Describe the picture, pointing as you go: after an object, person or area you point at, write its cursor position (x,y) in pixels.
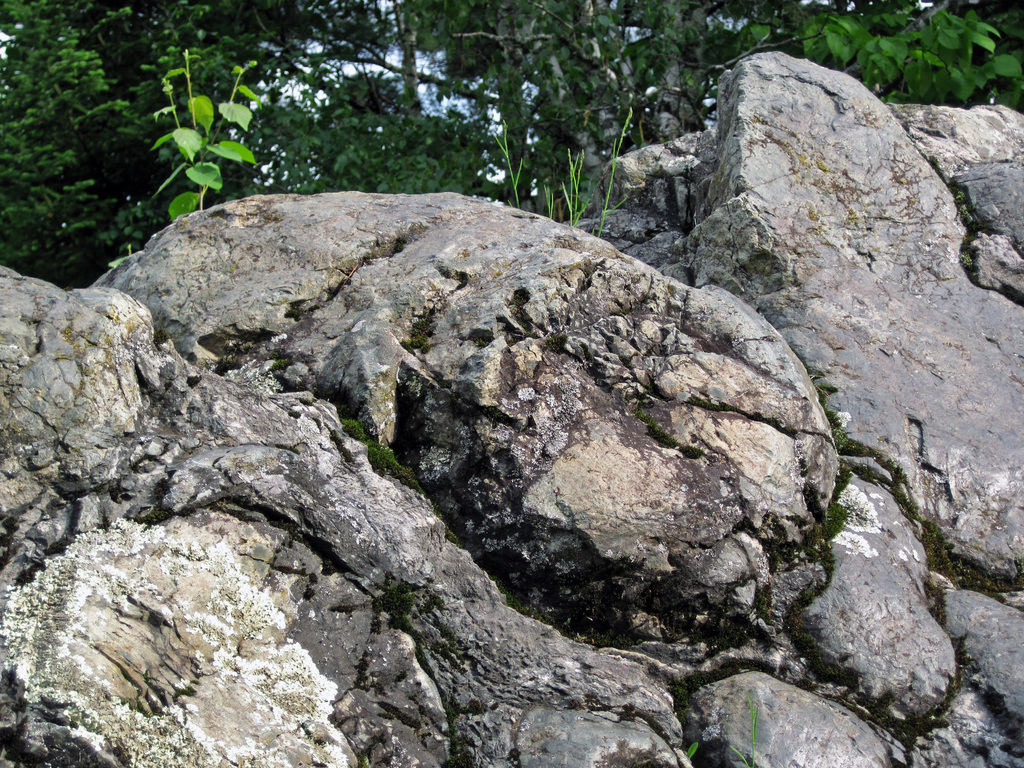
In this picture we can see a few rocks (975,257), plant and trees (745,48) in the background (941,91).
